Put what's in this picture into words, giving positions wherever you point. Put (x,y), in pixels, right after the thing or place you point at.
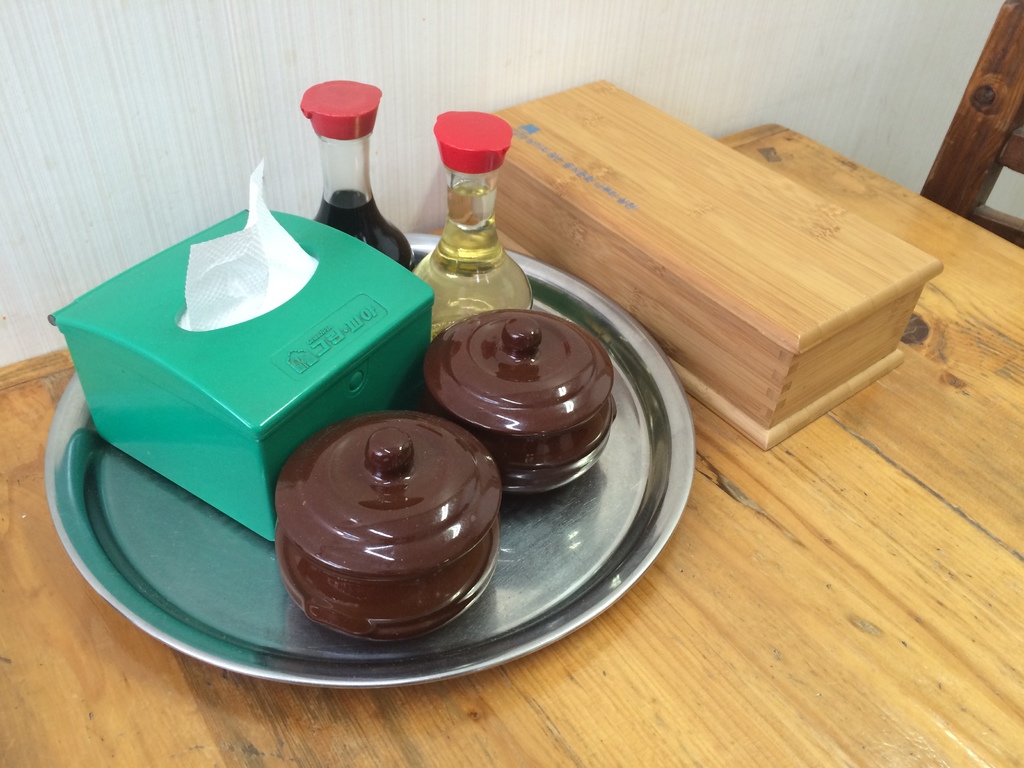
In this image there is a wooden table (722,645). On the table (747,619) there is a plate (524,587). On the plate (470,624) there are jars (509,362), bottles (403,247) and a box (241,353). There are tissues (229,260) in the box (219,365). Beside the plate (638,394) there is a wooden box (724,296). Behind the table (785,644) there is a wall (428,65).
